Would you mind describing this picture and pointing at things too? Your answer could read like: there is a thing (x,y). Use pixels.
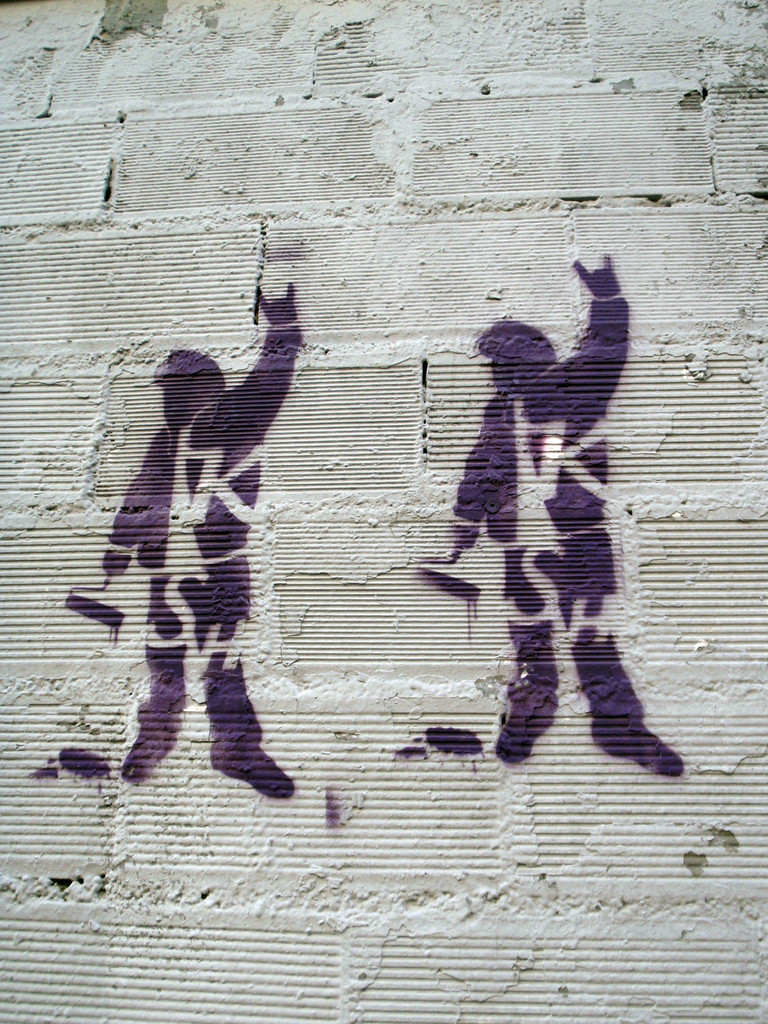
In this image I can see grey colour wall (332,367) and on it I can see art (236,712) which is purple in colour.
